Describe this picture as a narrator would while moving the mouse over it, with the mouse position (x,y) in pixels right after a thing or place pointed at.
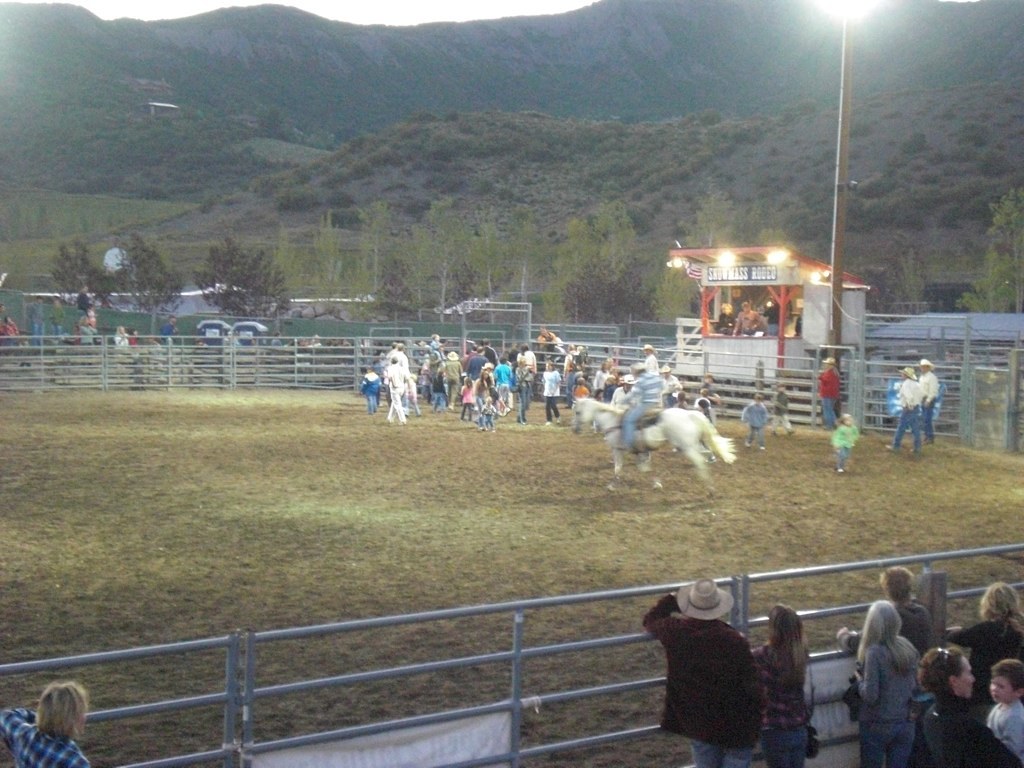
In this image, I can see a person (641,409) sitting on the horse (619,427). There are groups of people (915,396) walking and standing. These are the barricades (742,577). This is the stall (817,328). I can see a street light (842,26). These are the hills (395,93). I can see the trees (376,282) and small plants (434,141). This looks like a banner (413,760).
